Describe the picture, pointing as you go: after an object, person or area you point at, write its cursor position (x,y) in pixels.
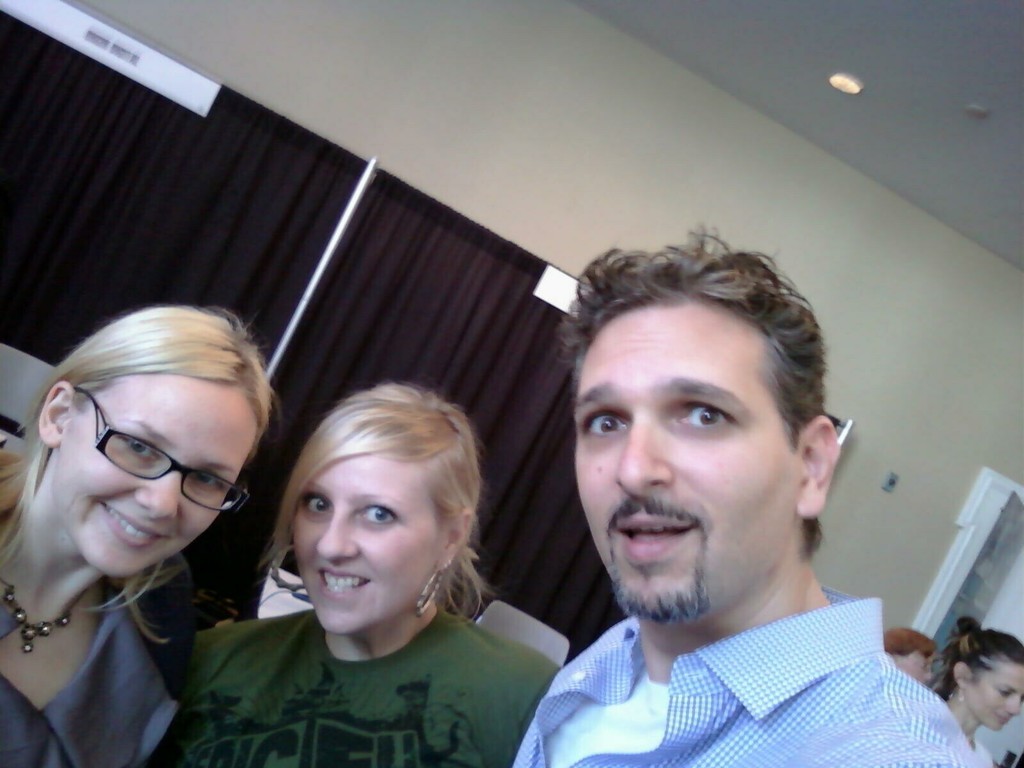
In this image I can see 3 people (277,637) in the front (253,652). There are other people (945,647) on the right (1007,691). There are black curtains (375,256) at the back (284,244) and there are lights (842,80) at the top (842,80).
